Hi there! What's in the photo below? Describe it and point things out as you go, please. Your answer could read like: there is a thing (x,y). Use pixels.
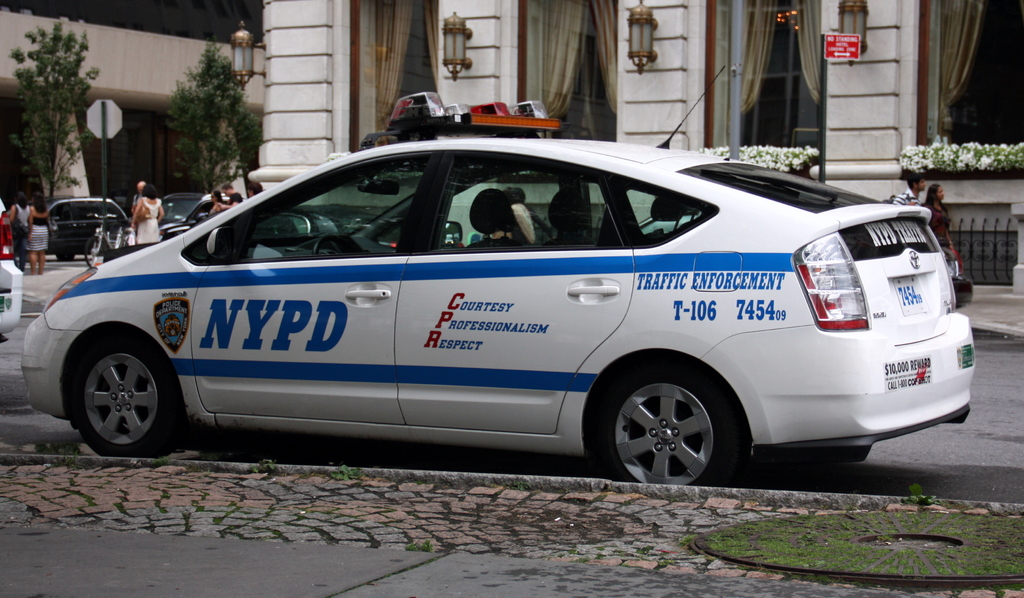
This image consists of a car (194,389) in white color. At the bottom (230,563), there is a pavement (425,553). The car (237,427) is on the road (984,413). In the background (588,111), there is a building (923,17) along with the lights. To the left (35,253), there are many people (44,232) on the road (30,320).
